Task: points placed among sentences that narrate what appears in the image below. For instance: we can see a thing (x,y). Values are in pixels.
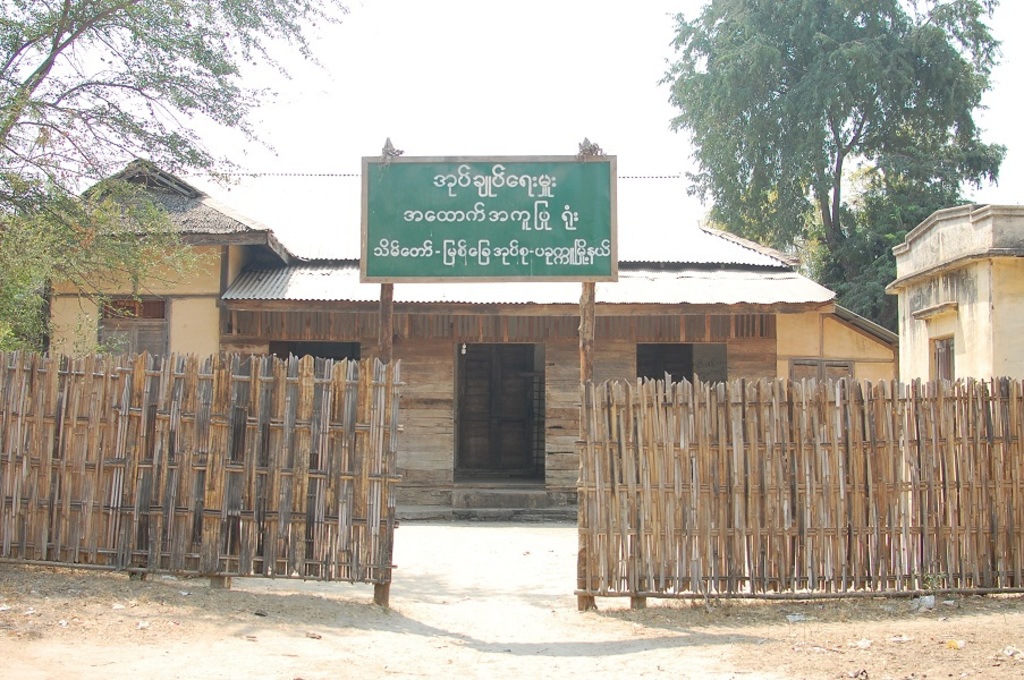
In this picture there are houses (965,234) in the center of the image (414,434) and there is a poster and a wooden boundary (949,404) in front of the houses (762,364) and there are trees (802,132) on the right (953,186) and left side of the image (36,319).
